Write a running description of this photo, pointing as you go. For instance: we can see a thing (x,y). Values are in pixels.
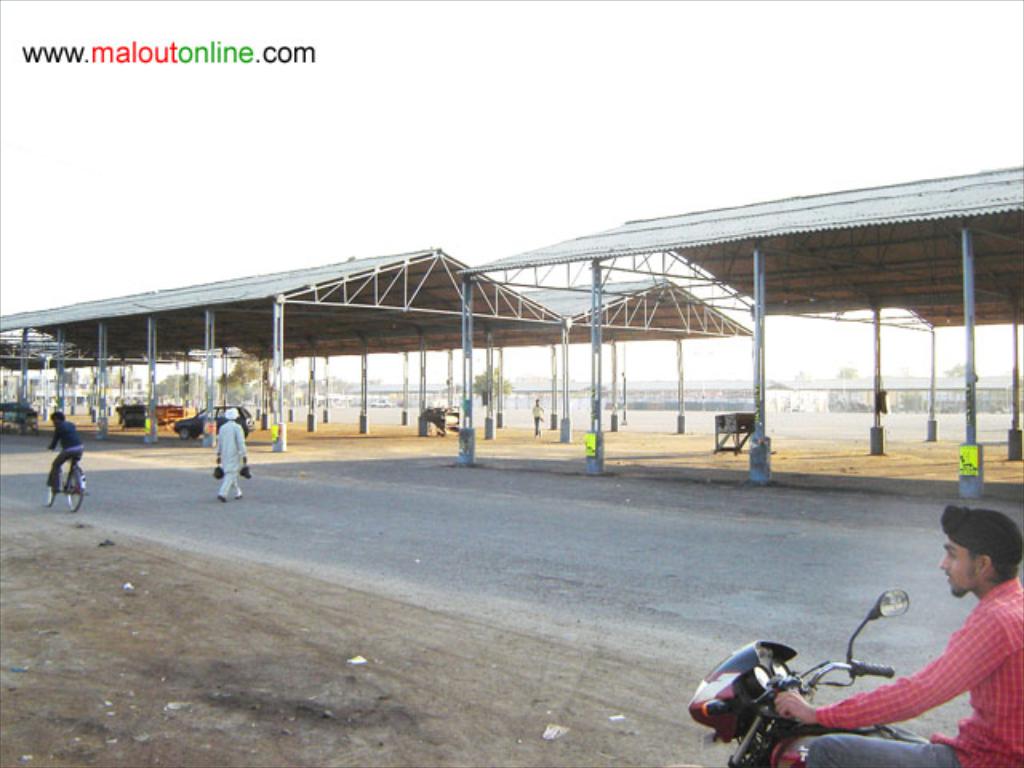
In this Image I see a man (69,441) who is on the cycle (77,467) and this man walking on the road (270,477), this man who is on the bike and I see this man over here. In the background (598,454) i see the sheds (1022,276), a car (186,434) over here.
